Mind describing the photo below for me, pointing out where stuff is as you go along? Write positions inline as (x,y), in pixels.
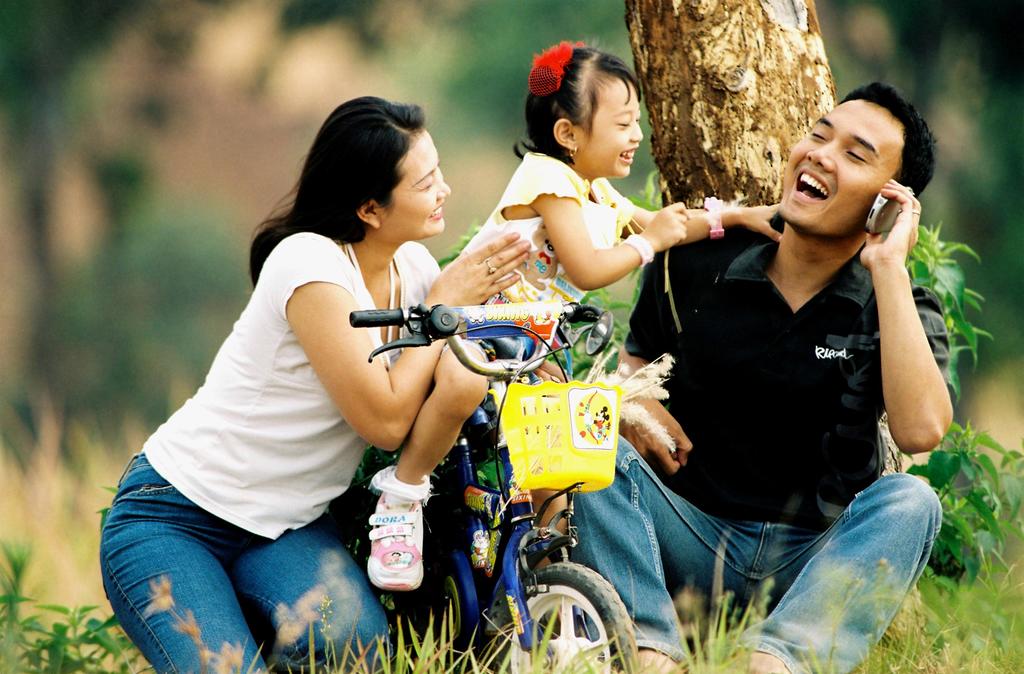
The background (79,161) is very blurry. here we can see a man (810,244) and a women (386,439) playing with a baby girl (420,458) who is sitting on a bicycle (531,556). These are plants (976,551) and this is a grass (749,622).
